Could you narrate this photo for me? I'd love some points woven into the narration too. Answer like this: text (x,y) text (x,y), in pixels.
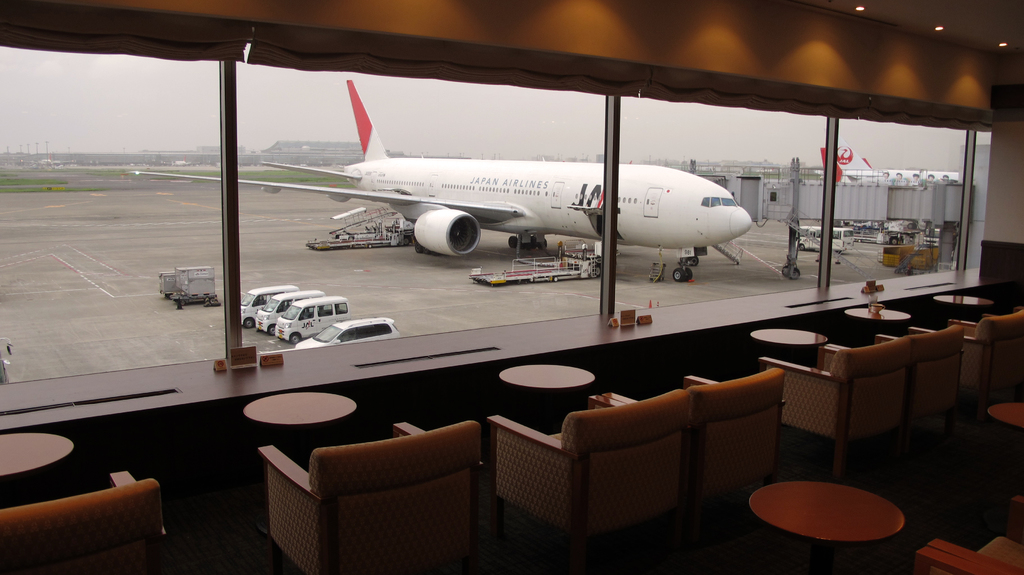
In center (422,231) we can see plane (464,198) and some vehicles (314,326). In the front (788,373) bottom we can see chairs (346,446) and some tables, glass (98,105), lights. And coming to background (116,99) we can see sky (315,118), clouds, grass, poles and buildings (323,163).
